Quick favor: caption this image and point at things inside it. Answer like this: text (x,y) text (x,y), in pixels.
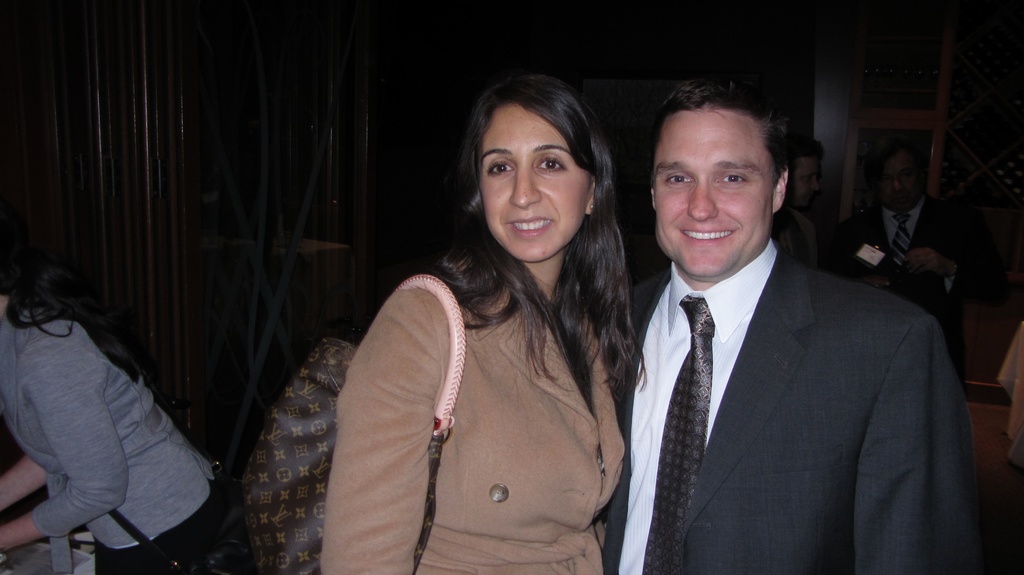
In the center of the image (588,346) we can see two persons (656,327) are standing and they are smiling. And the left side person (582,378) is wearing a bag (450,415). On the left side of the image (95,498), we can see one person (138,488) is standing. In front of her, we can see some objects (91,547). In the background (320,235) there is a wall (77,217), pole type structures (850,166), one ladder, few people (893,191) are standing and a few other objects (867,261).
